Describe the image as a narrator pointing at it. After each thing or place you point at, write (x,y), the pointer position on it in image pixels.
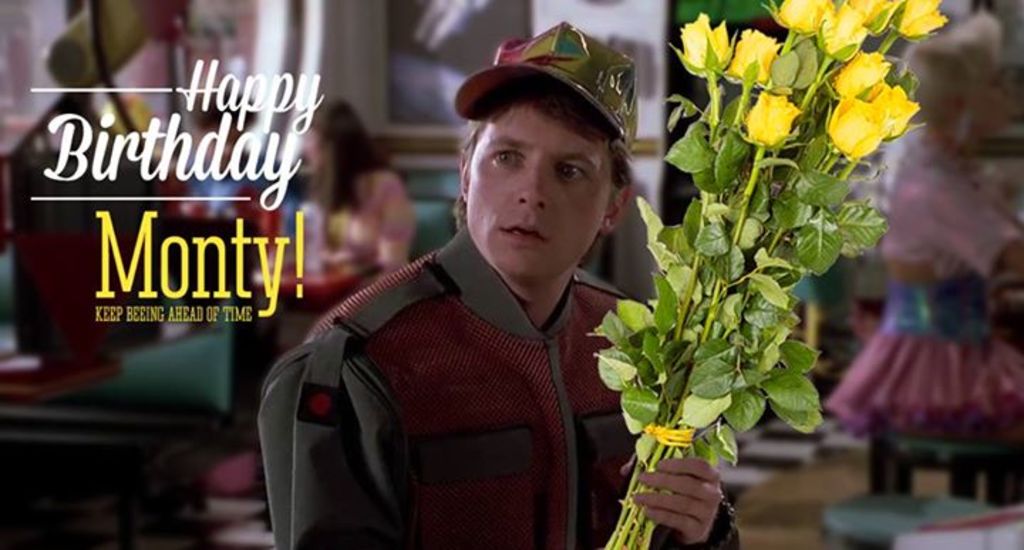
In the foreground of the picture (412,429) there is a man (420,354) wearing a hat (616,122) and holding flowers (765,209). On the left (199,155) there is some text (176,177). The background (916,469) is blurred. In the background (384,234) there are tables (120,410), chairs (909,454), people (979,158) and frame (427,36).
